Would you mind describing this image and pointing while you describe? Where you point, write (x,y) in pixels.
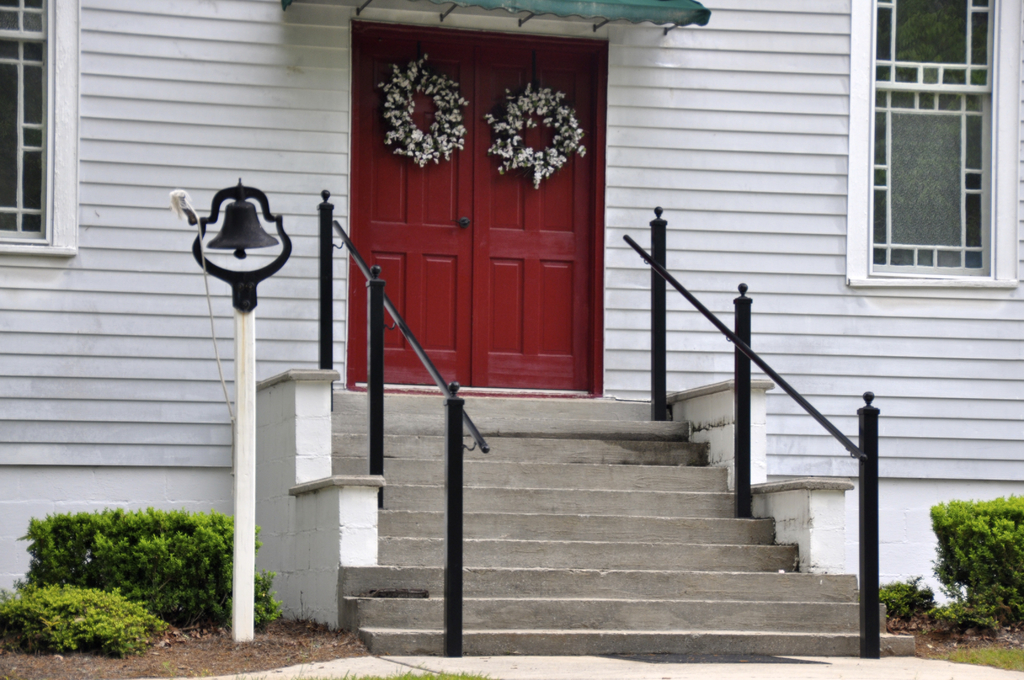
In this image, we can see some stairs (653,536) and there are some green color plants (62,573), there are two red color doors (402,274), there is a white color wall (185,81) and there are two windows (937,103).
